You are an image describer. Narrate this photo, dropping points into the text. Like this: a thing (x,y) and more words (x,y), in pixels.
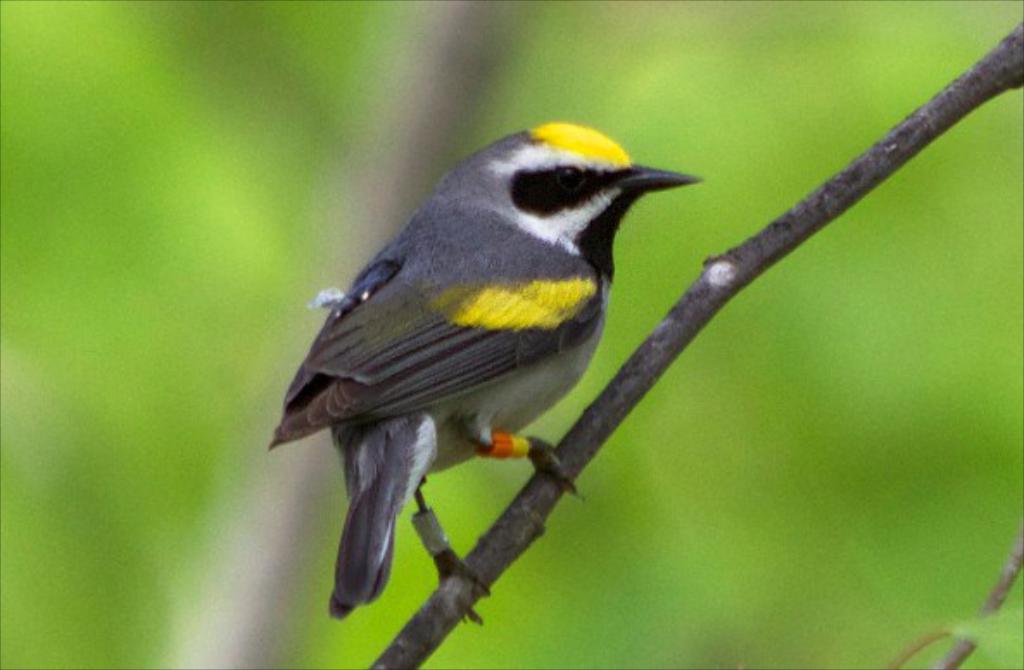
As we can see in the image there is a bird (461,321). The bird (469,314) is in yellow and grey color. The background (168,63) is blurred.
